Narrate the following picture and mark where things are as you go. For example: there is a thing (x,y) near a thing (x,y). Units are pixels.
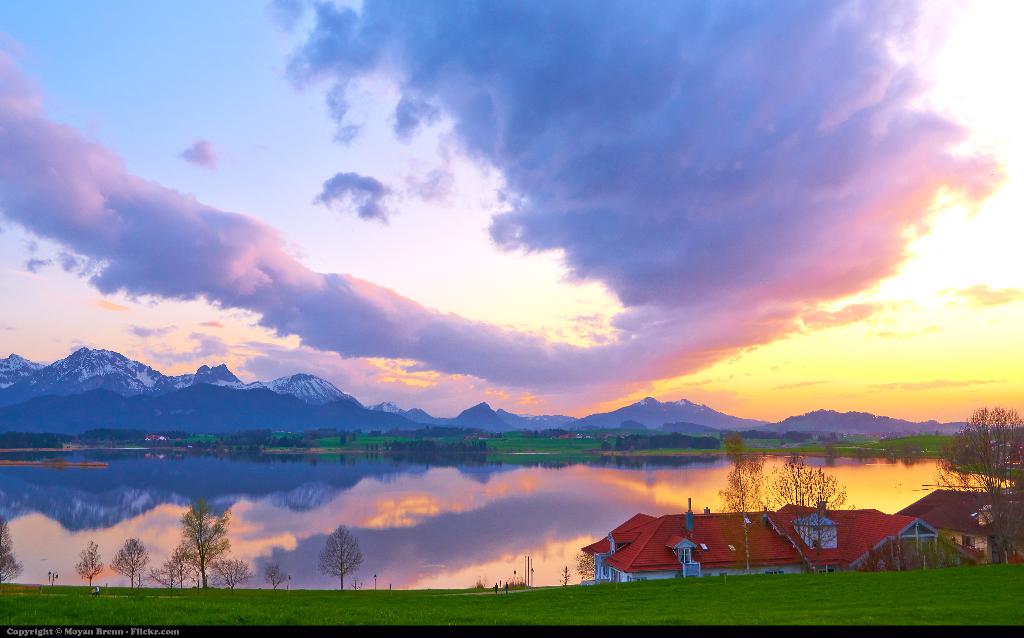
In this image we can see water (453,502). On the ground (321,595) there is grass (618,612). Also there are trees (134,575) and buildings (800,547). In the background (37,417) we can see hills (413,415). And there is sky (599,269) with clouds (866,236).
